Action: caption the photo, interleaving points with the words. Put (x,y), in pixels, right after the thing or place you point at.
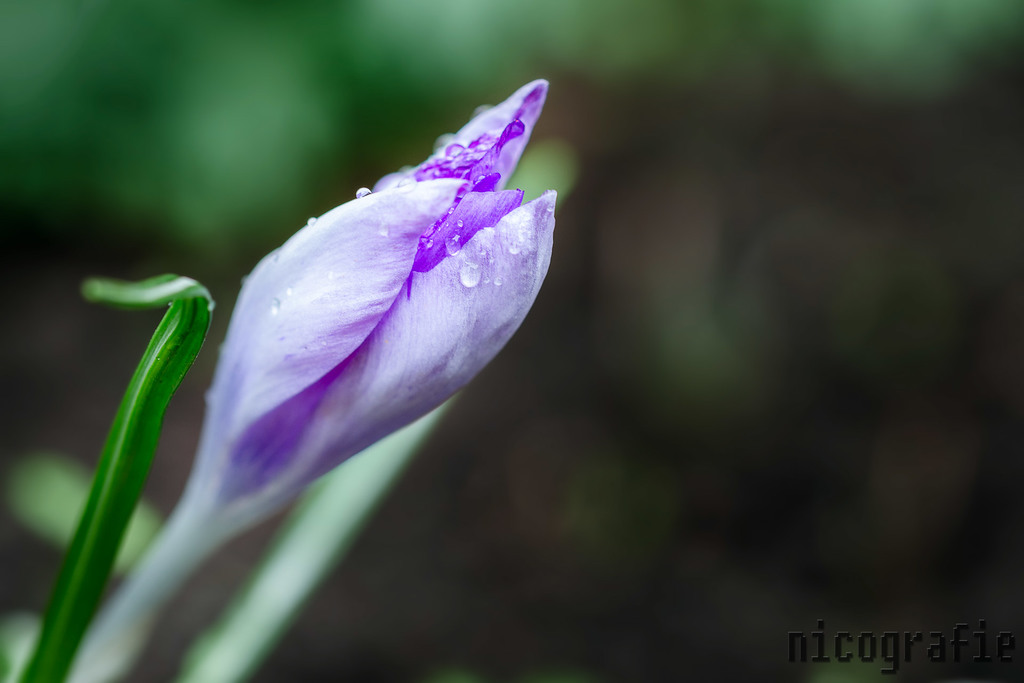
In this picture we can see a flower (475,349) having a water drop (470,276) on its petal (466,312).
